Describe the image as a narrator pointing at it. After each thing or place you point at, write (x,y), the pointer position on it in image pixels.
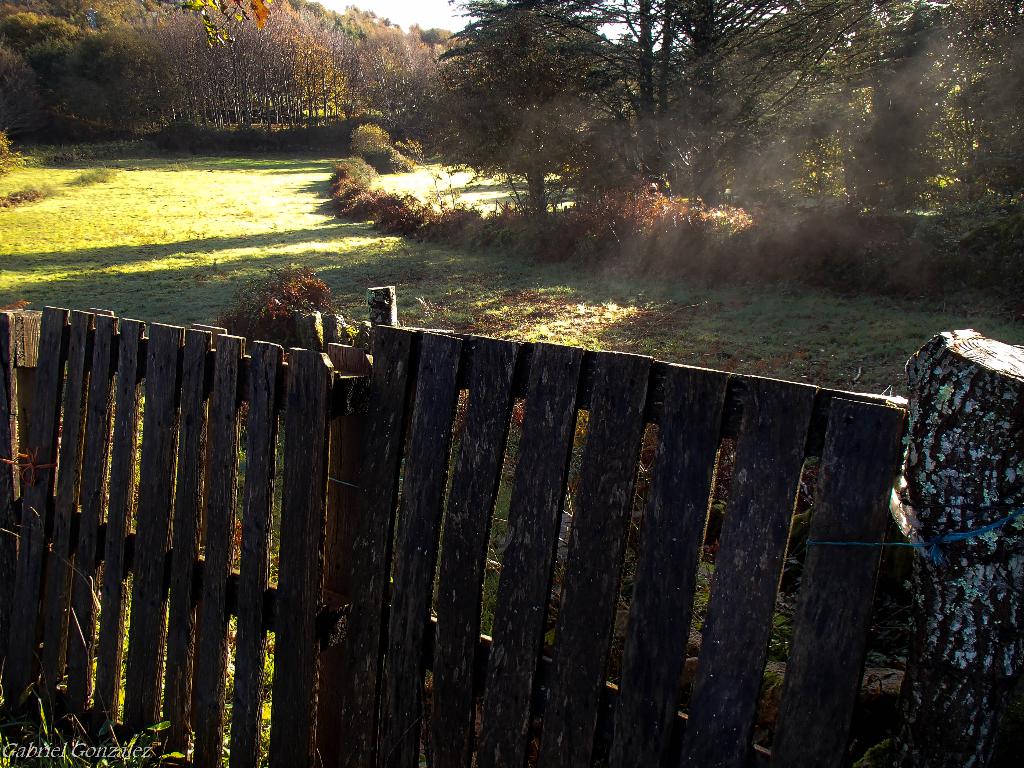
In this image we can see land (140,207) full of grass (235,207), trees (257,81) and wooden fencing (472,603).
